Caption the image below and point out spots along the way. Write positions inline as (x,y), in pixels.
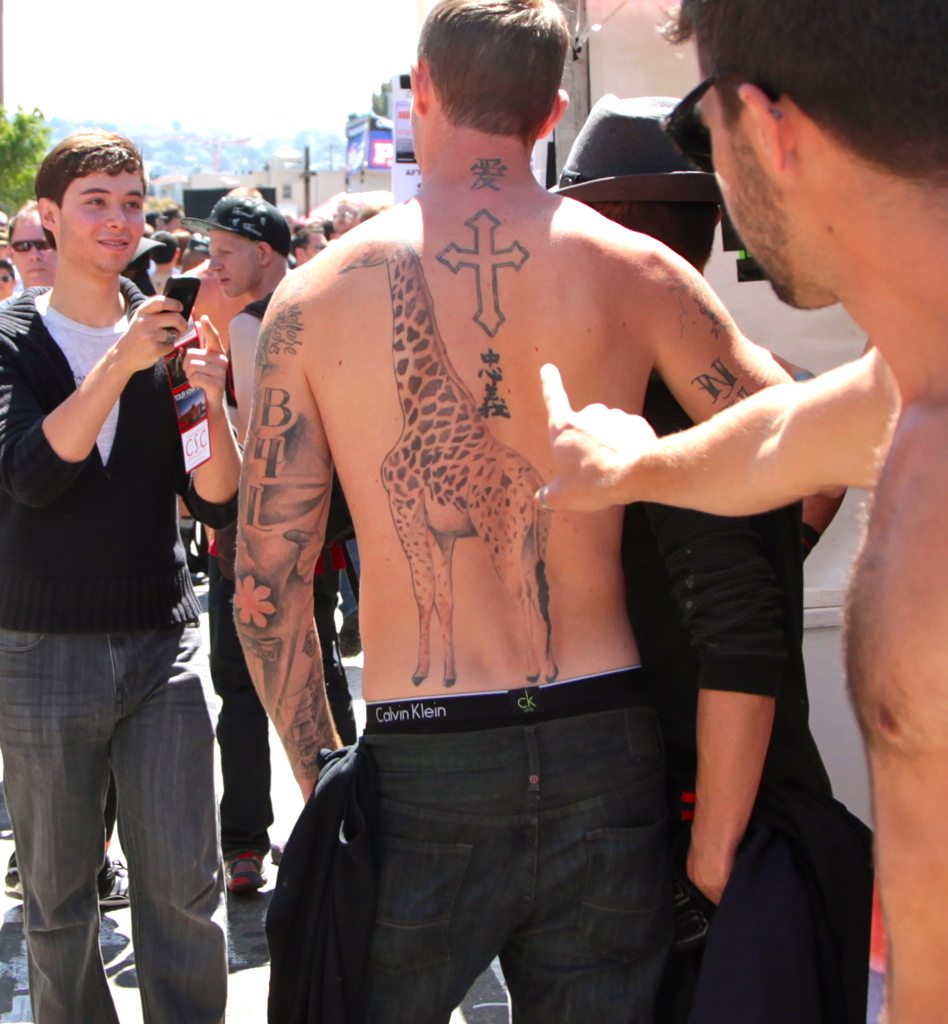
This picture is clicked outside on the ground (359,735). In the center (568,671) we can see the group of people (287,312) seems to be standing on the ground (255,896). In the background (324,36) we can see the sky (62,94), tree (29,138) and the buildings (314,181) and some poles (308,201).
